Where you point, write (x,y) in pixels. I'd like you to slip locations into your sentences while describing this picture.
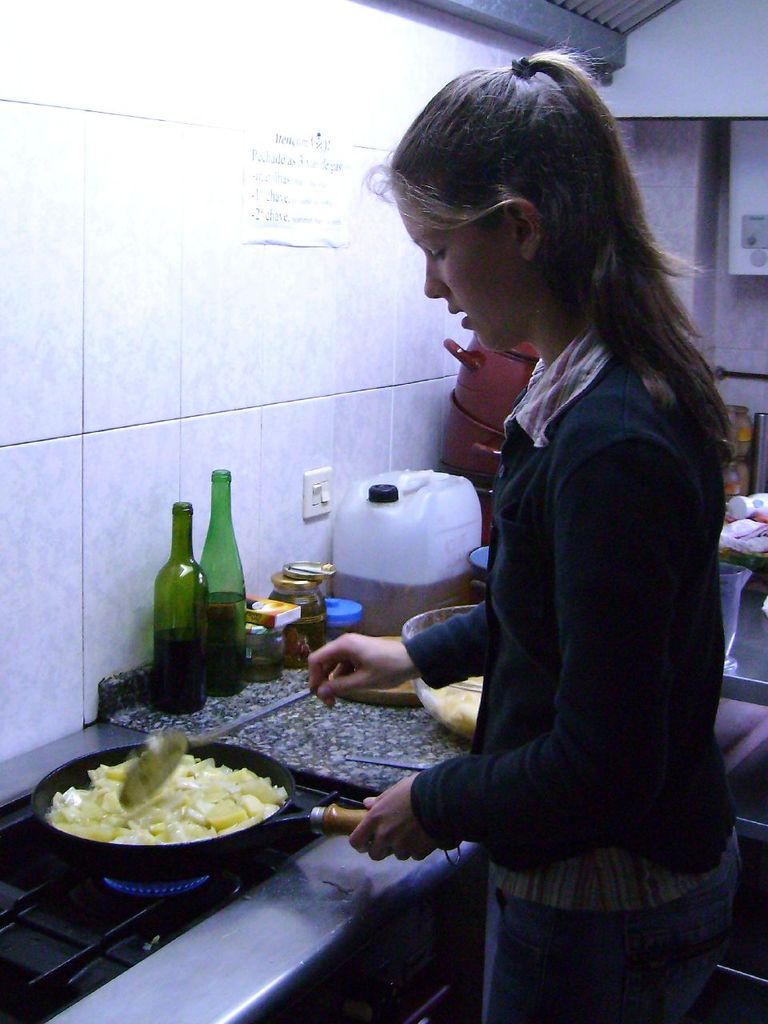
This picture is clicked inside the room (142,20). Woman (572,760) in black jacket (627,596) and blue jeans (565,983) is holding spatula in her hand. On the other hand (384,829) she is holding the handle (352,818) of the pan (92,847) and she is cooking on the stove (85,917). Beside her, we see a counter top (315,718) on which two green bottles (180,649) and white can (418,544), a match box (258,618) is placed on it. In front of her, we see a wall (231,316) with white tiles (280,305) and we see a chart (283,152) on the wall (238,185) with some text (274,190) written on it.
